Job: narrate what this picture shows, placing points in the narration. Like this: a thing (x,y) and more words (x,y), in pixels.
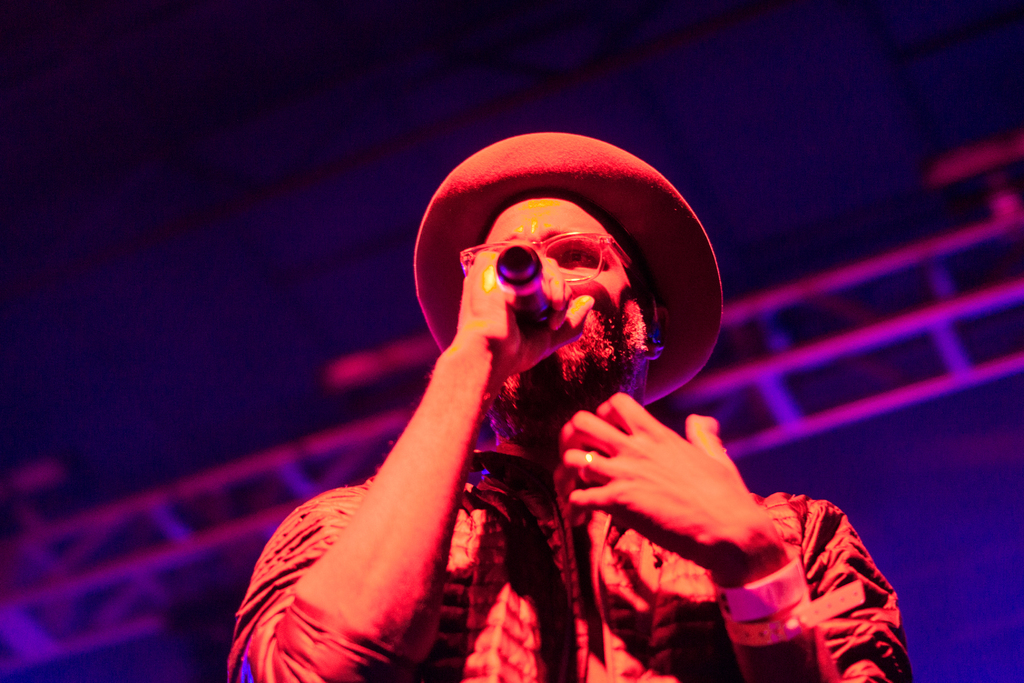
Here in this picture we can see a person (263,587) standing over a place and singing a song with microphone (519,281) present in his hand (481,325) and we can see he is wearing spectacles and hat (527,189) and we can see some bands (755,608) on his wrist (755,560).
